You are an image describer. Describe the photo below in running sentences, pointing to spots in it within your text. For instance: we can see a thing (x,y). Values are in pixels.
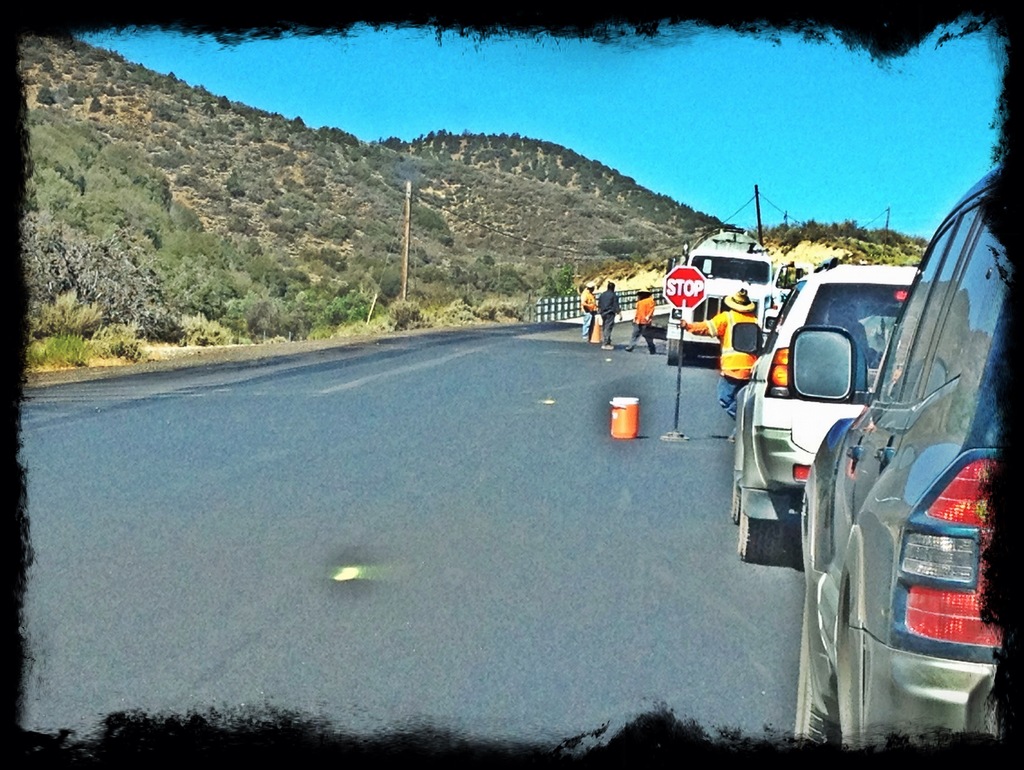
This is an edited picture. In the background (949,115) we can see the sky (849,130). On the left side of the picture (233,228) we can see the hills (451,197) with thicket (336,197), current poles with wires (749,200) and a railing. In this picture we can see the people (726,364) on the road (665,343), cars (800,310) and we can see a man (744,293) wearing a hat (744,293) and he is holding a sign board (678,285) with his hand (680,330). We can see an orange object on the road (567,471).
